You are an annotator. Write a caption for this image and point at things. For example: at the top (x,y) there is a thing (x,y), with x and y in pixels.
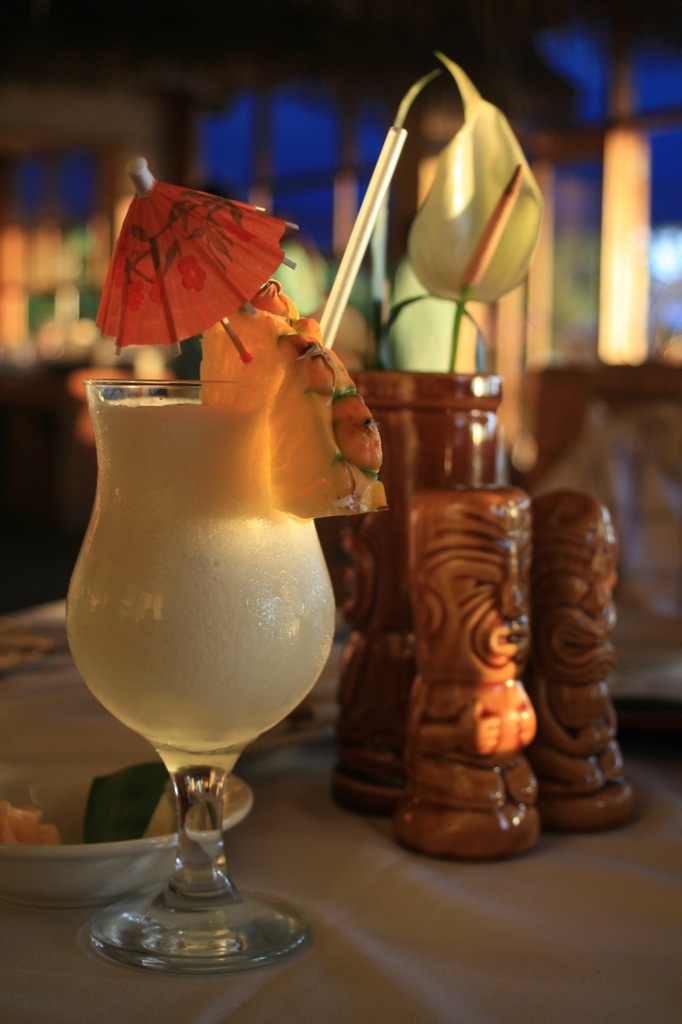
In this picture we can see few toys (422,585), bowl (113,849) and a glass (231,735) with drink (219,676) and a straw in it, we can see blurry background (409,225).
